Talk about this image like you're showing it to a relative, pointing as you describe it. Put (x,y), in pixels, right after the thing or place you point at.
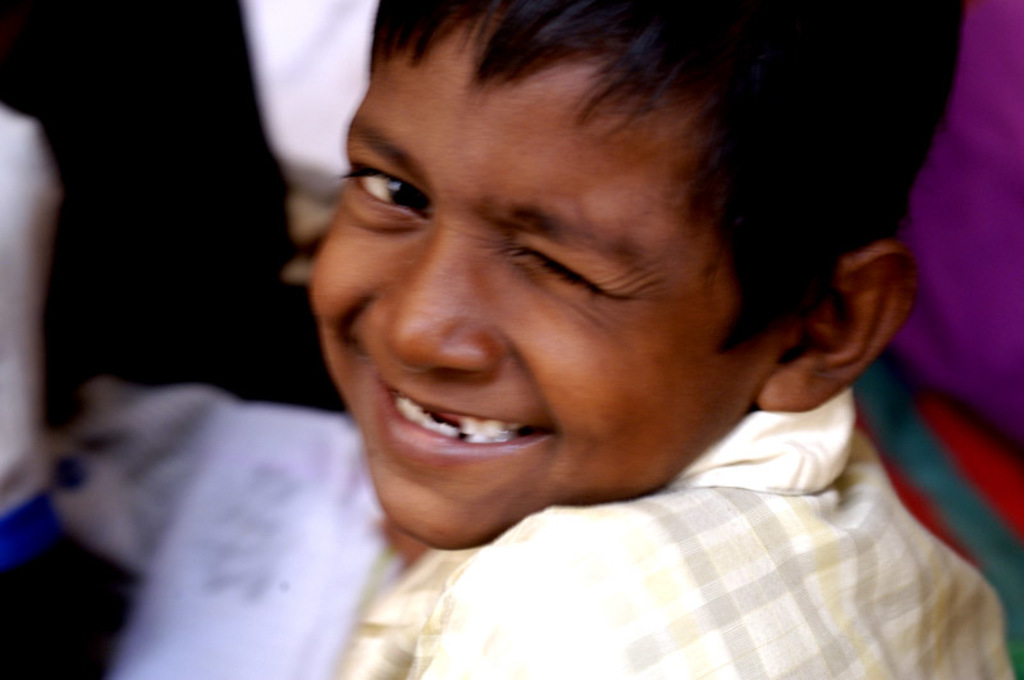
In this image there is a boy (561,450) who is closing one of his eyes (571,277) and smiling. Beside him there are few other persons (218,246) who are not clearly visible.
